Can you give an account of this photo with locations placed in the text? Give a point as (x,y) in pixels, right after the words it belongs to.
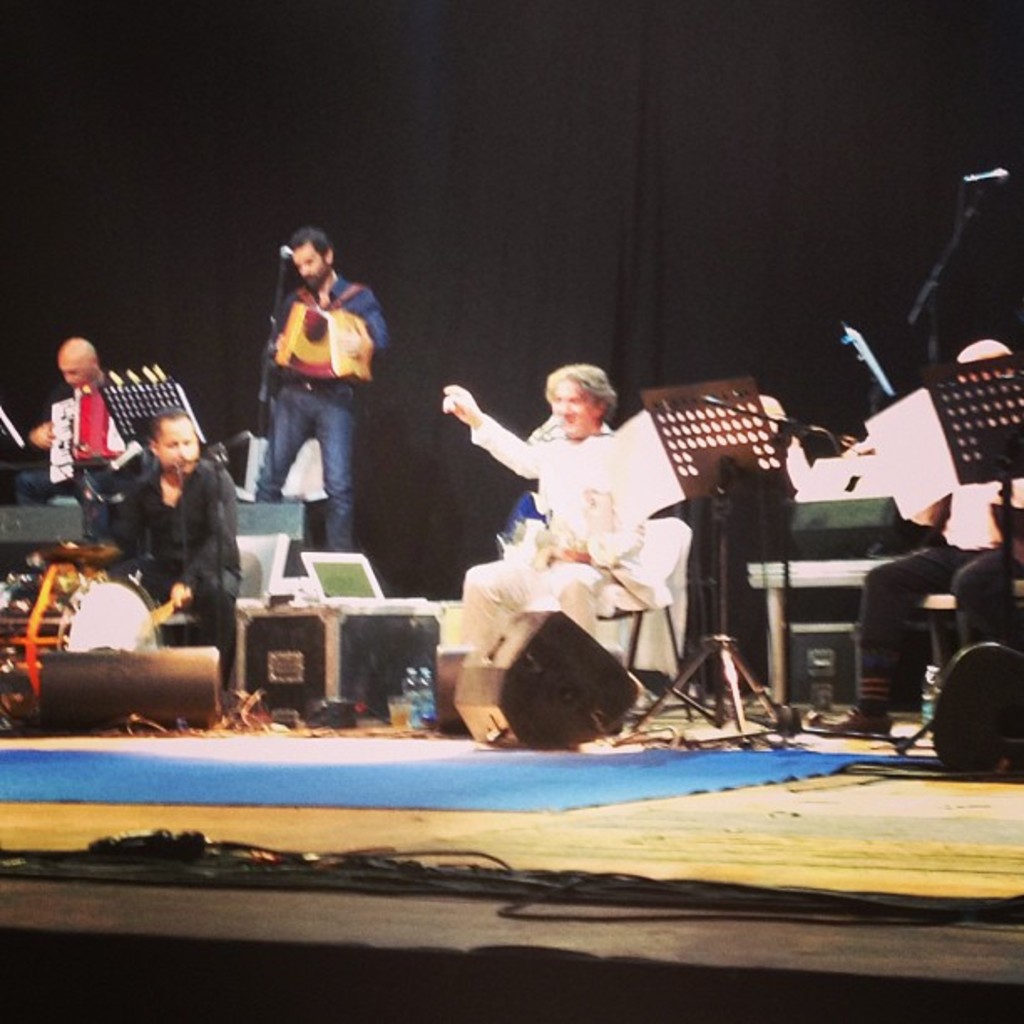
In this picture there are group of people (140,495) who are playing musical instruments (109,426). There is a mic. There is a blue carpet (375,782).
